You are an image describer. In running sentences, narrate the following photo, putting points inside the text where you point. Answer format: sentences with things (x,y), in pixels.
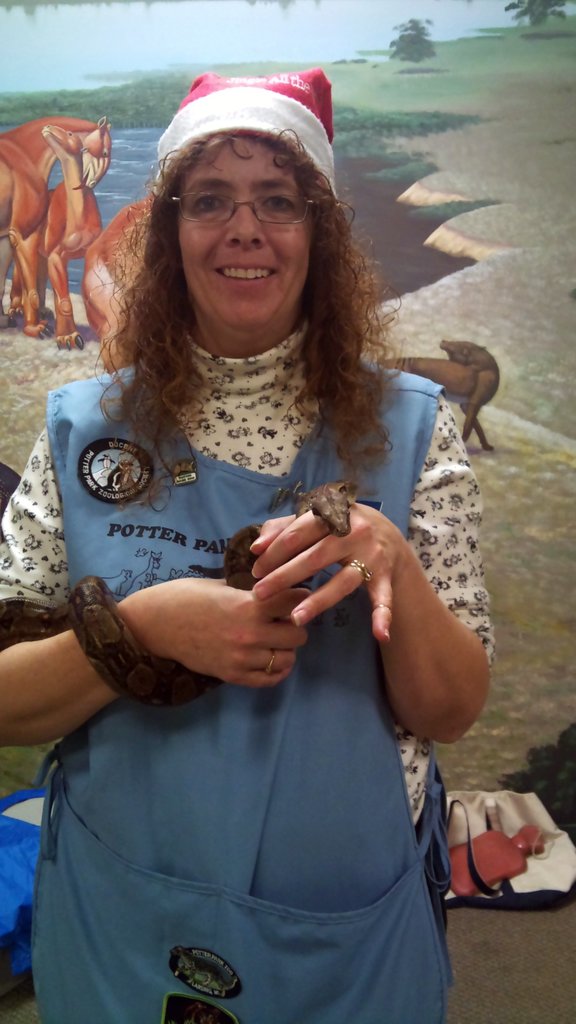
In the middle of the image (333,444) a woman (438,556) is standing and smiling and holding a snake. Behind her there is a wall (495,14), on the wall (18,233) we can see a painting (183,7).
